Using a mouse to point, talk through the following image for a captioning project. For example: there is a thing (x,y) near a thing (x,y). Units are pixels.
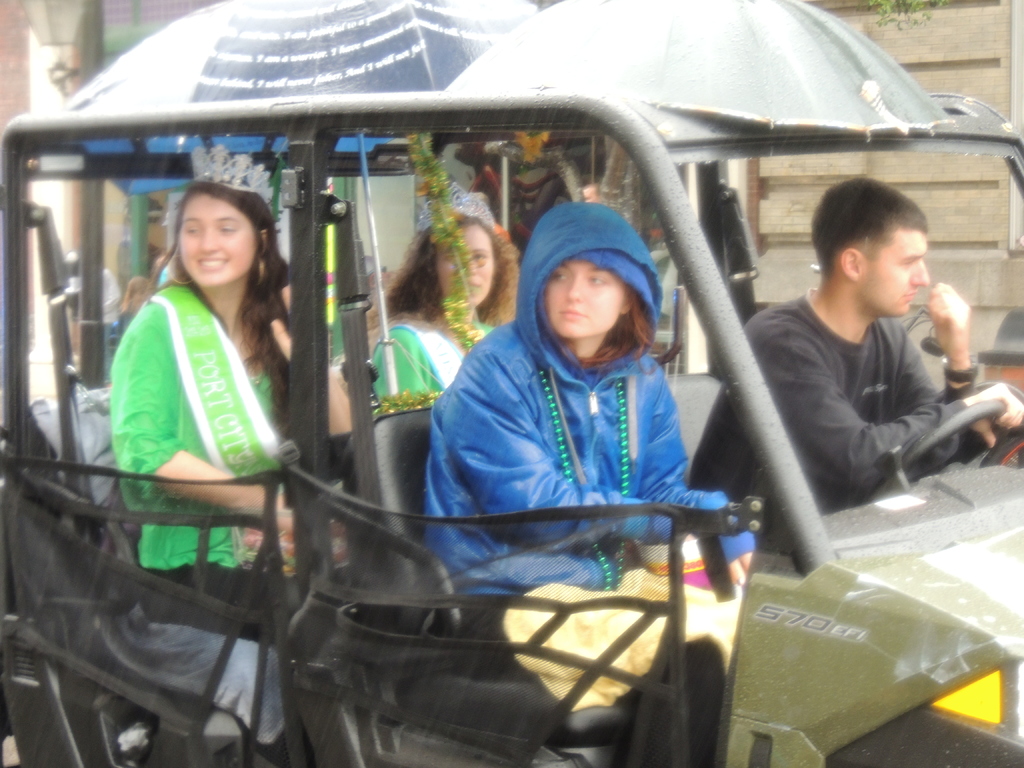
In the image we can see there are people (482,378) wearing clothes (511,376) and two (243,229) of them are wearing crown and they are sitting on the vehicle (397,455). Here we can see leaves (875,7) and lamp (58,13).
